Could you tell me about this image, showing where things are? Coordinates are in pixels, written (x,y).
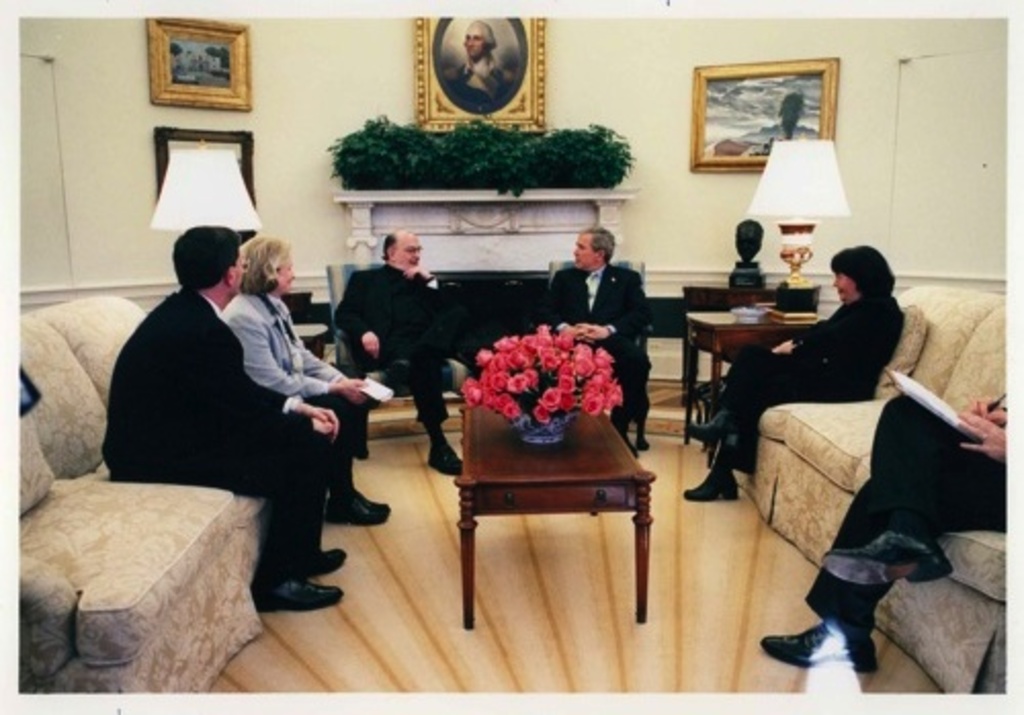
In this image there are group of people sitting in the couch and in between them there is table (534,420) and a flower vase (464,392), and in back ground (538,128) there are plants (374,130), lamp (779,181), frames (149,46), fire place (552,209).
